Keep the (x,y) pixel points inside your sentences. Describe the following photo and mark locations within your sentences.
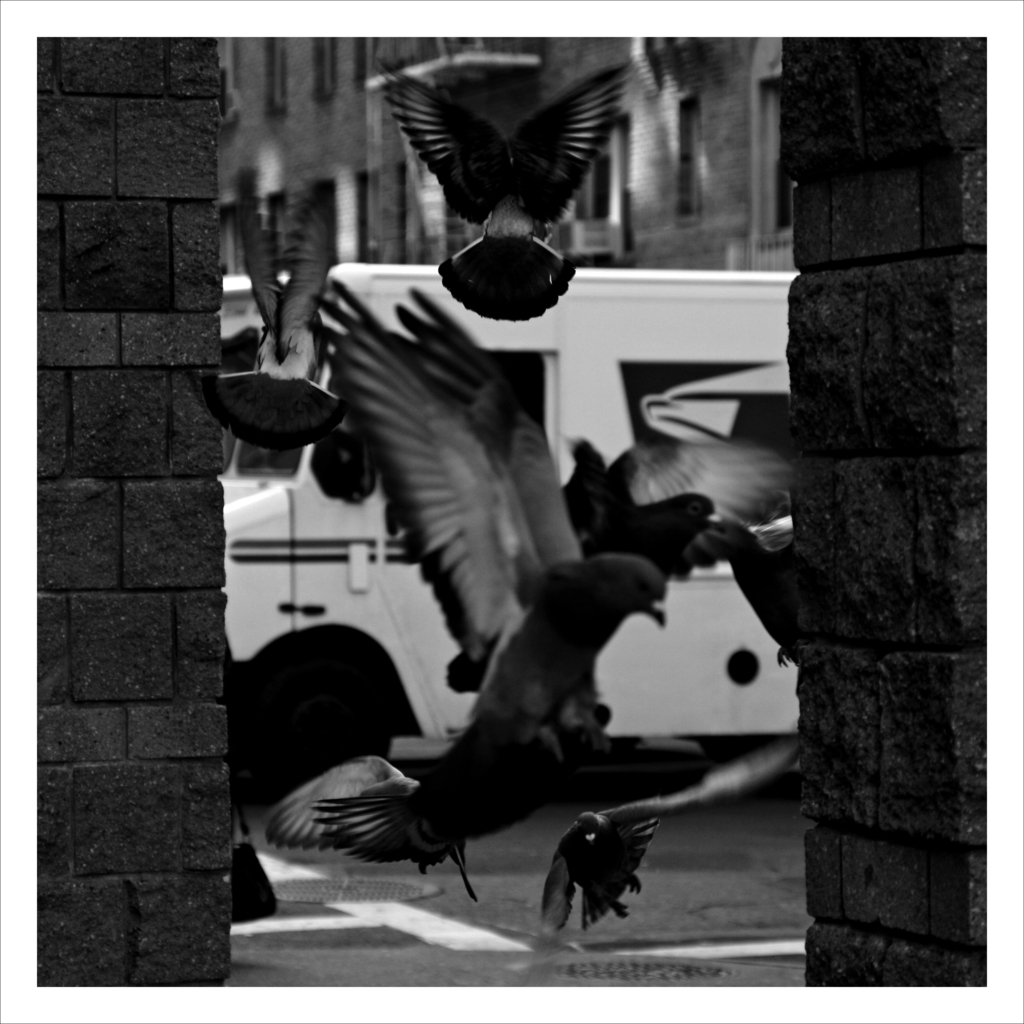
This is a black and white image. These are the birds (578,566) flying. These look like the pillars (120,851). I can see a van (355,596), which is parked. In the background (365,131), that looks like a building (332,118).
